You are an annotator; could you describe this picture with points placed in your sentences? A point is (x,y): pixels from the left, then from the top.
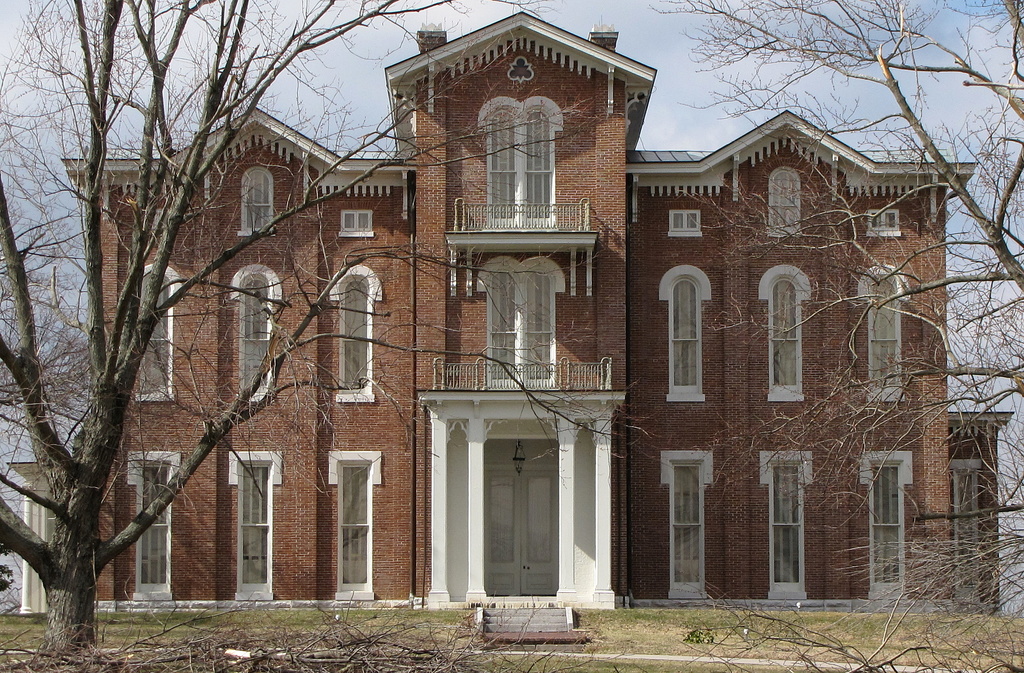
In this image there is a building (619,253), in front of the building (386,238) there are trees (12,370) and some wooden sticks (331,628) on the surface (410,619).
